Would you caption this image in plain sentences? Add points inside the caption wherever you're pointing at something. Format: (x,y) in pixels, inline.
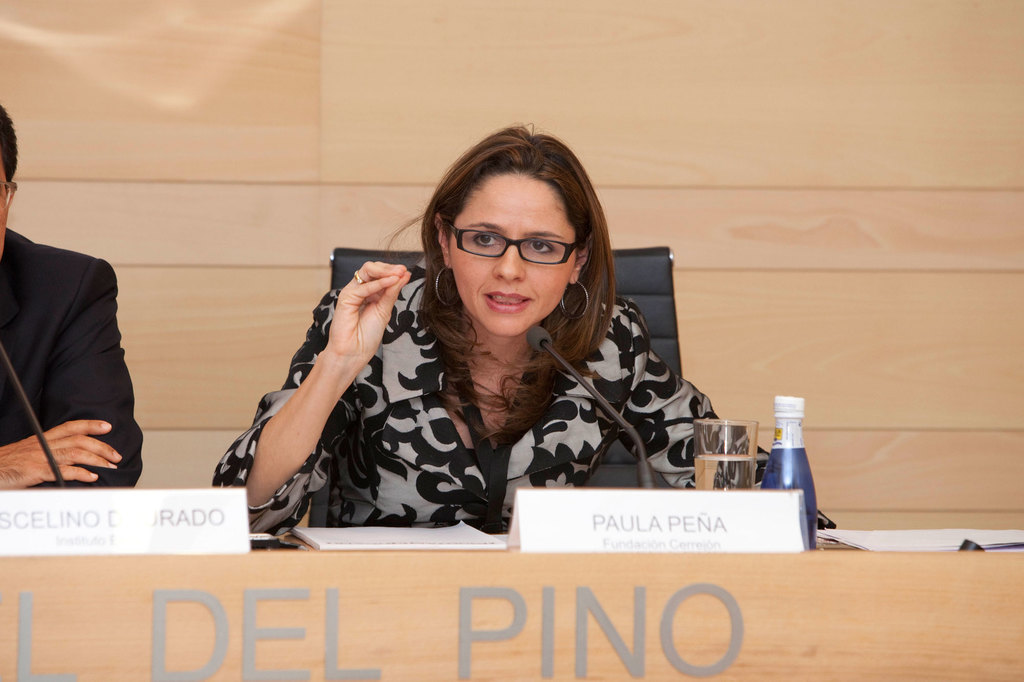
In this picture we can see there are two persons (345,384) sitting on chairs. In front of the people (19,346), there is a table (417,562) and on the table (215,576), there are name plates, glass (697,468), papers (410,543), bottle (772,469), stands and a microphone (554,356). Behind the people (1,302), there is a wall (234,158).
